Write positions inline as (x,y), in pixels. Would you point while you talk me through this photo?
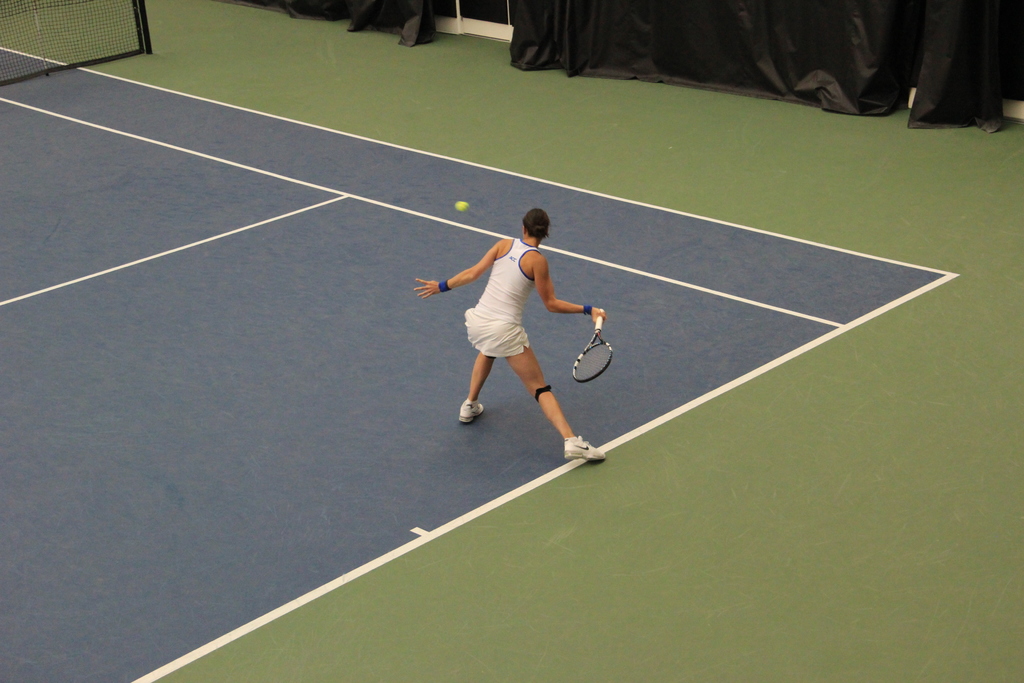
The girl (541,297) is standing on a Tennis ground (569,329). She is playing tennis. She is holding a tennis racket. On the right side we have curtains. In the top left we have a net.
